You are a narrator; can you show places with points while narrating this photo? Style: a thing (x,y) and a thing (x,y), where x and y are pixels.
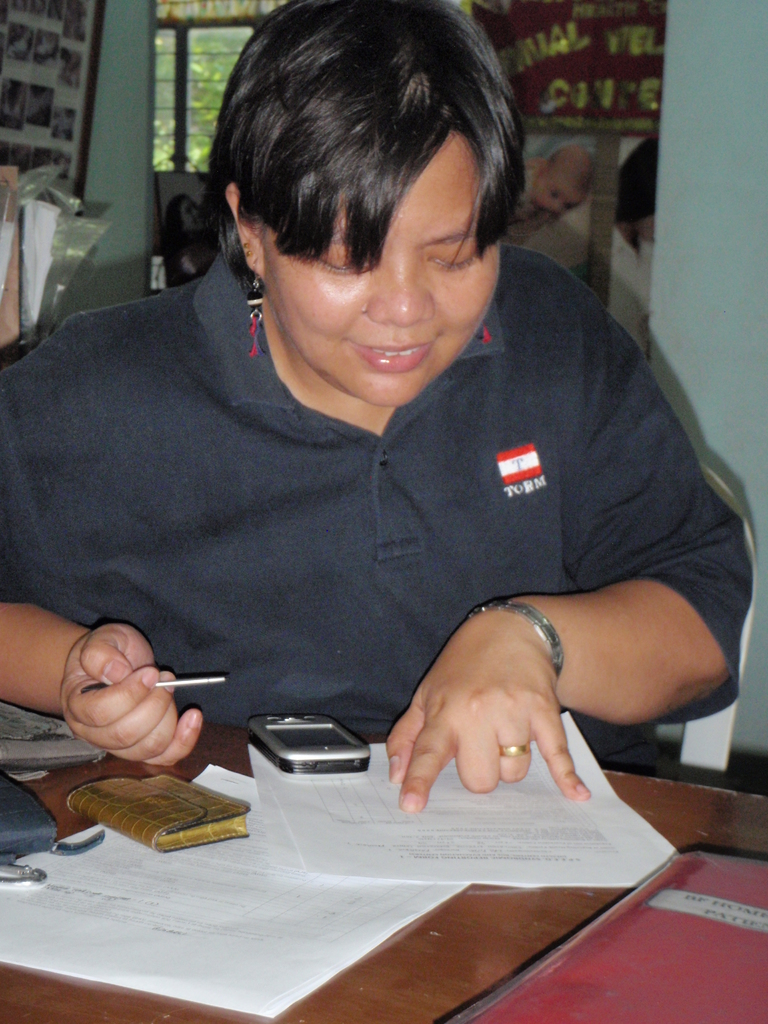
This picture is clicked inside. In the foreground (672,864) there is a table (350,1013) on the top of which a mobile phone (305,756), papers (428,879) and some other items (29,775) are placed and there is a person (527,390) wearing t-shirt (238,499), holding an object (175,684) and sitting on the chair (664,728). In the background (679,170) we can see the wall (748,66), window (176,112) and some other objects (54,111).
